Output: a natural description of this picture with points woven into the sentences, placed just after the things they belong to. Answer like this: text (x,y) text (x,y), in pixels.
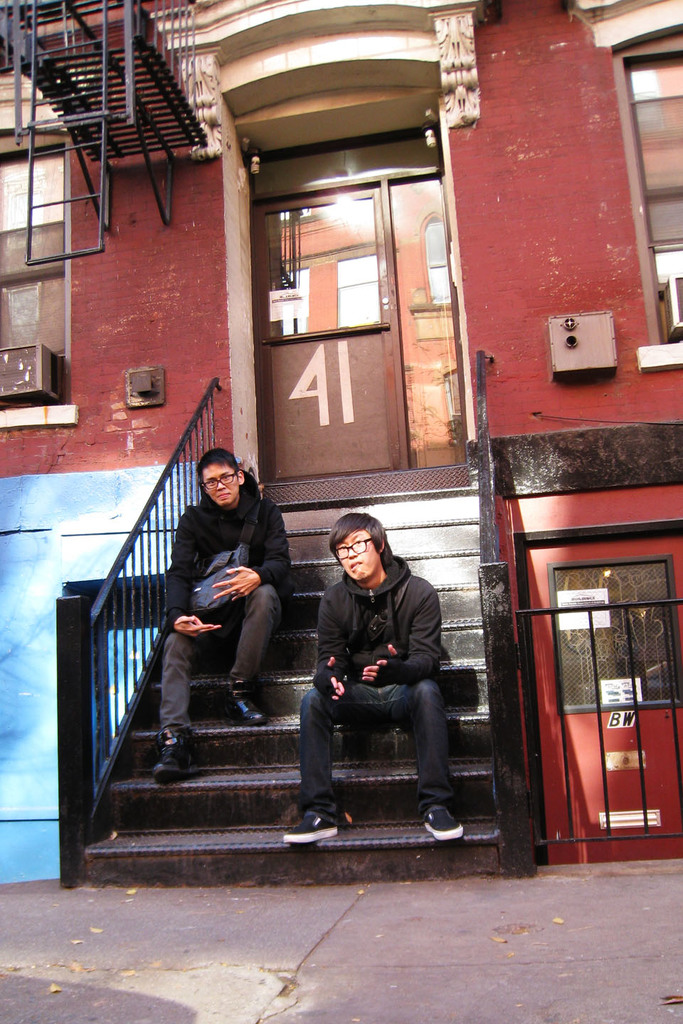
In this image, I can see two persons (263,624) sitting on the stairs (301,683). In the background (181,492), there is a building (322,316) with a door (413,320) and iron grilles (600,715). At the bottom of the image (212,961), I can see a pathway (280,971).
